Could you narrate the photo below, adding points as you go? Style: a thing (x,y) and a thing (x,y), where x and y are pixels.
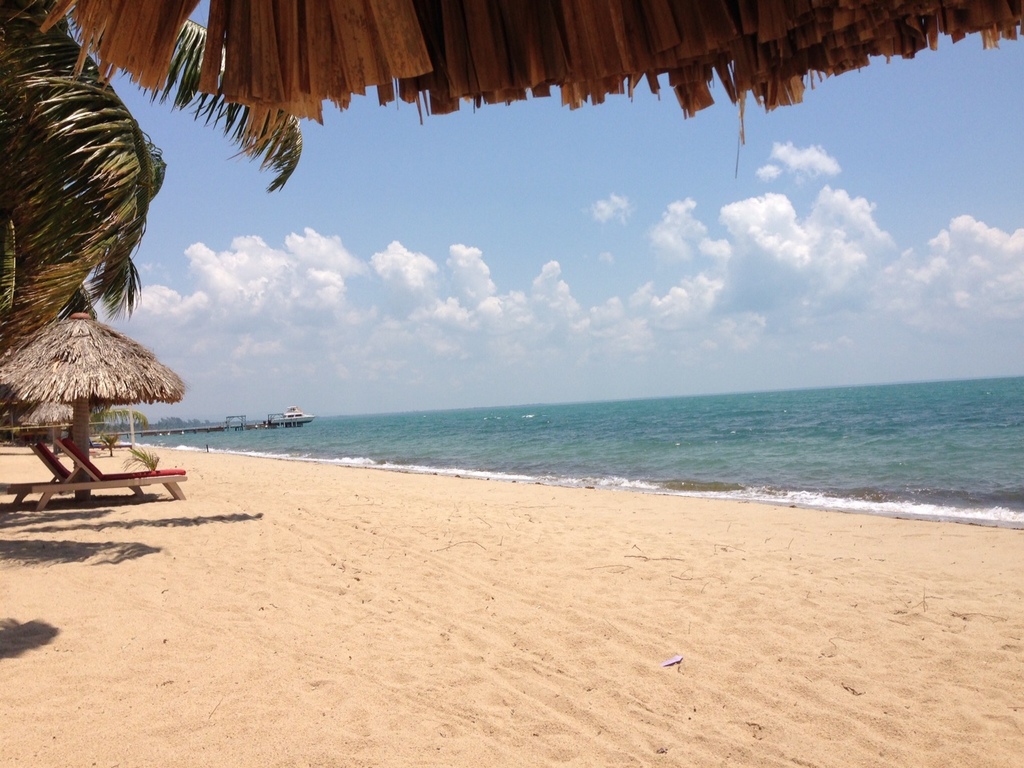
There is a beach area (610,535) as we can see in the middle of this image (443,483) and the cloudy sky (621,319) is in the background (600,246). We can see lounge chairs (93,486) on the left side of this image (95,473).
